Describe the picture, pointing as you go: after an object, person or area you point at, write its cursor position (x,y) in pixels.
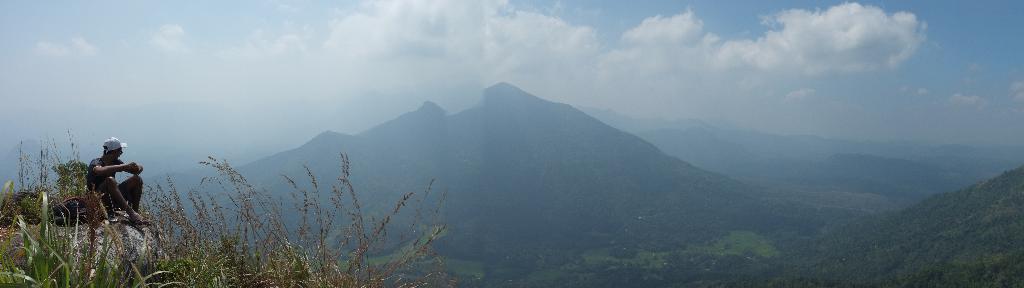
In this image we can see a man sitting on the rock (130,242). We can also see some plants (239,263) and a bag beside him. On the backside (557,246) we can see a group of trees (739,231), the mountains (931,212) and the sky (746,85) which looks cloudy.
